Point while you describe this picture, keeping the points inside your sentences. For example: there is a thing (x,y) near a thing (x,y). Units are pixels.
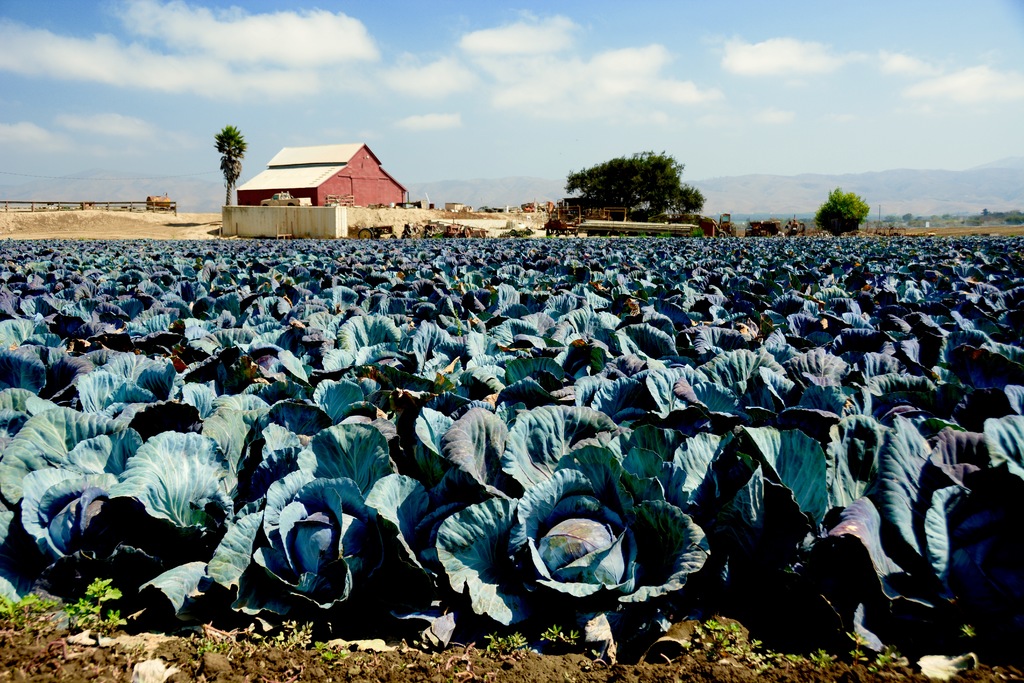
In this image I can see a house (372,201), trees (629,174), poles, mountains (867,200), fencing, few cabbage plants (850,239) in blue color. The sky (505,133) is in blue and white color.
